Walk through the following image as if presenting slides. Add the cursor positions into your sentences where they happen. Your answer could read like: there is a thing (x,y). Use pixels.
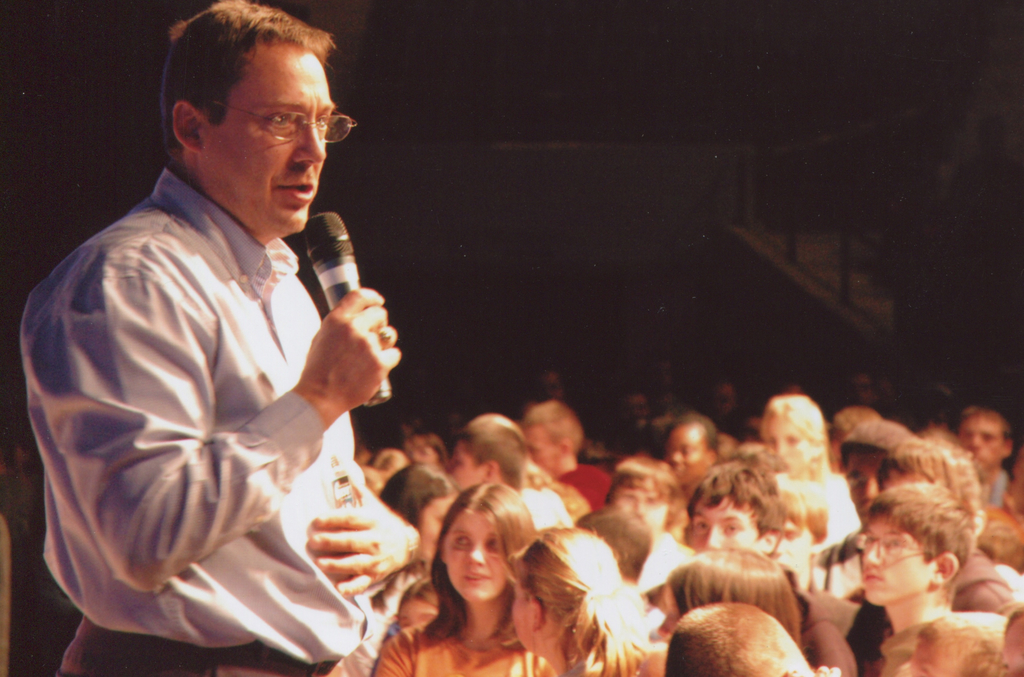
In this picture there is a man (164,300) wearing a blue color shirt (252,453) is giving a speech. Beside there is a group boys (692,630) and girls (448,496) sitting and listening to him. Behind there is a black background (589,342).
